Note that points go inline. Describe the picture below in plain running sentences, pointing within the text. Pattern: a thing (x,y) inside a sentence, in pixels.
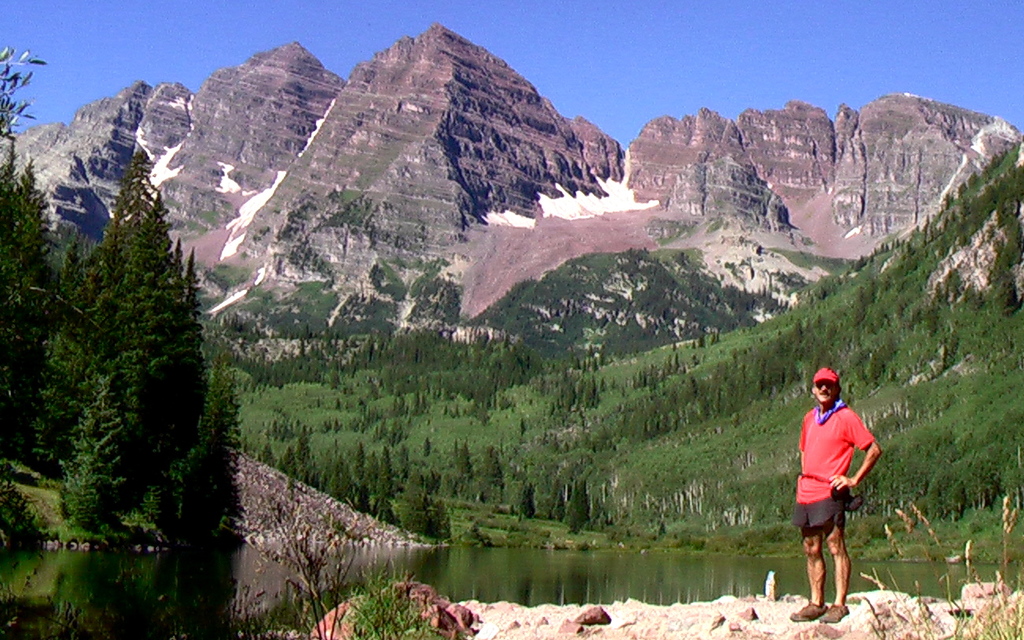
In this picture there is a man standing and we can see water (233,589), grass (469,520), plants (289,556), trees (761,506), rocks (890,614) and hills (525,176). In the background of the image (717,101) we can see the sky (720,96) in blue color.
